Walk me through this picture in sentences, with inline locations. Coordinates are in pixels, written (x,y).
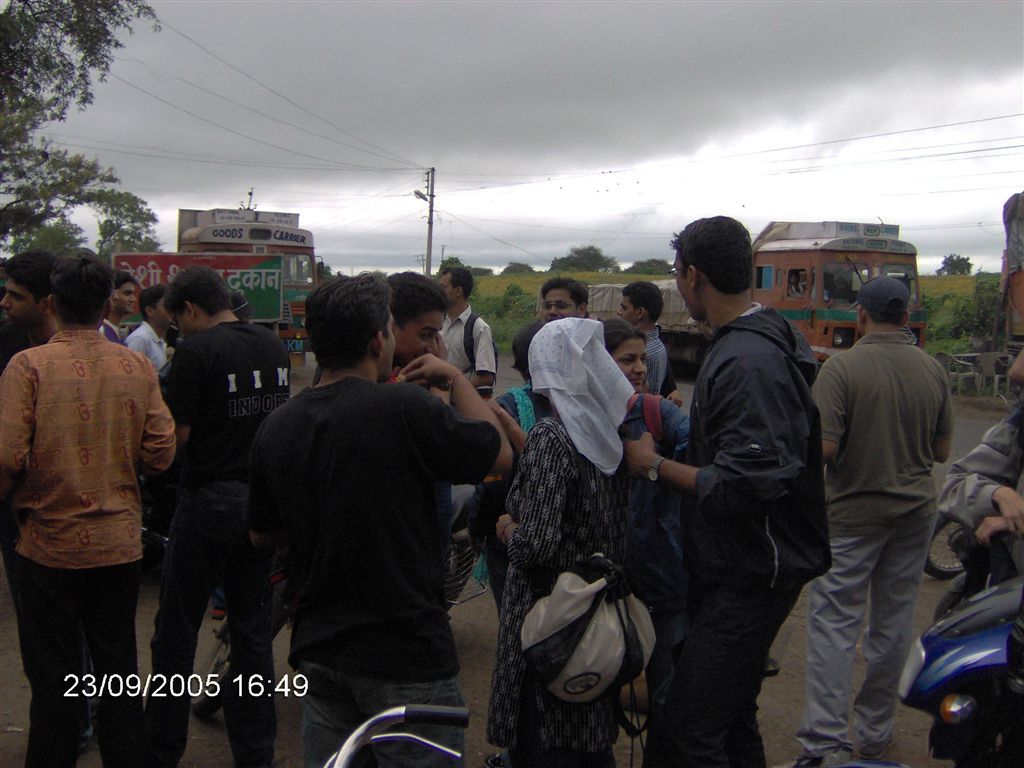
In this image, I can see a group of people (508,674) standing on the road (482,674). At the bottom of the image (437,716), I can see a bicycle handlebar (424,716). In the bottom right corner of the image (932,678), I can see a wheel (932,564) and a part of a motorbike (944,679). There is a motorbike (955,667) between the people (201,315). In the background (144,234) there are vehicles (832,301), trees (529,270), a board (158,265), electric pole (432,188) with current wires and there is the sky (802,189). On the right side of the image (979,381), I can see the chairs (948,371). In the bottom left side of the image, there is a watermark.
